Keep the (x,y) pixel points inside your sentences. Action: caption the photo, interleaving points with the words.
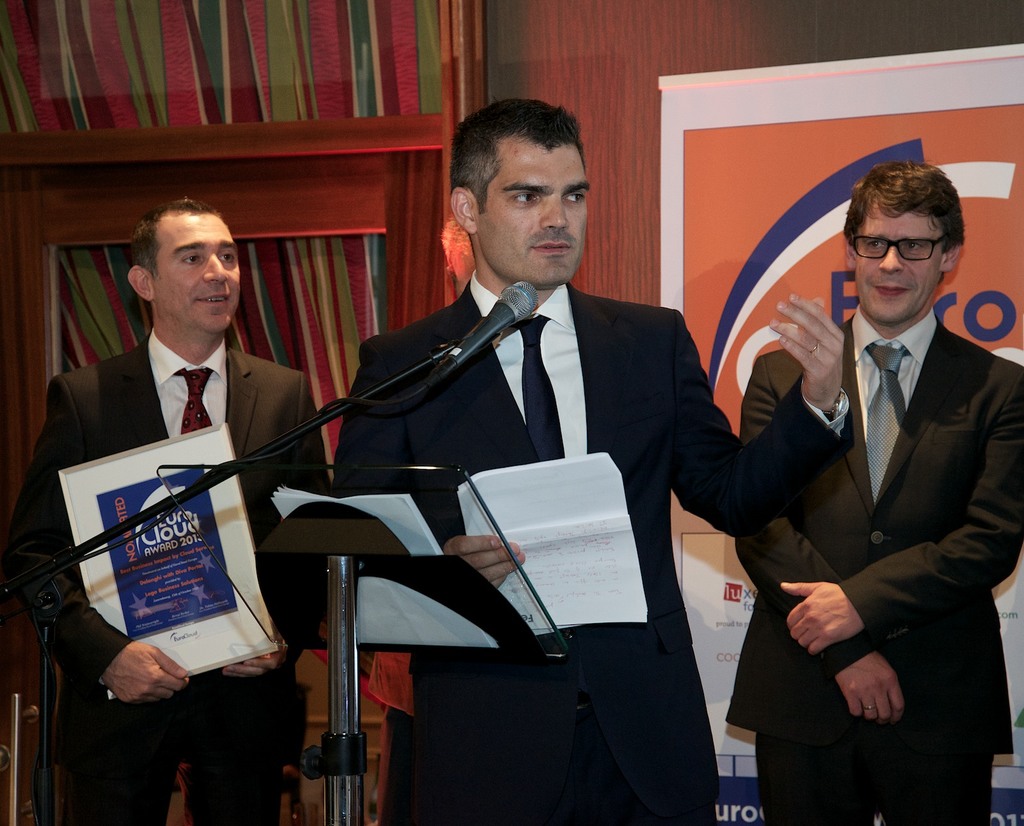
In this image there are three people (563,416). There is a mike (493,314). There is wooden background (609,158).
